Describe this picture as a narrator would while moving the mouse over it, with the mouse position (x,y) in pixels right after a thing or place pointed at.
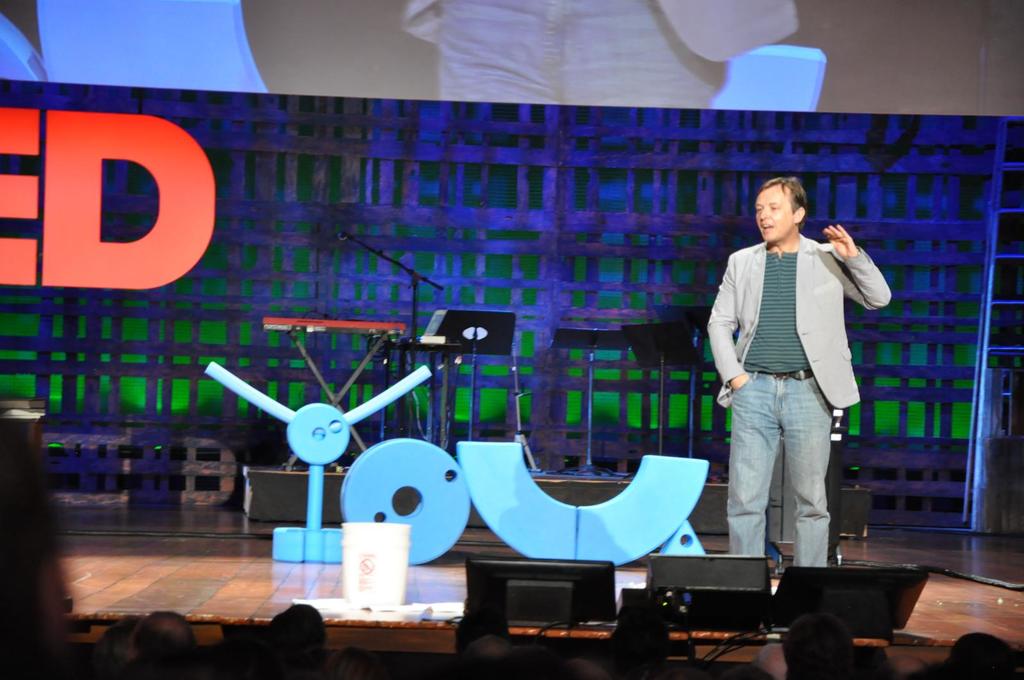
This picture shows a man (801,394) standing and speaking and we see a projector screen (656,56) and few musical instruments (268,325) on the Dais (123,574) and few audience (53,645) seated.
